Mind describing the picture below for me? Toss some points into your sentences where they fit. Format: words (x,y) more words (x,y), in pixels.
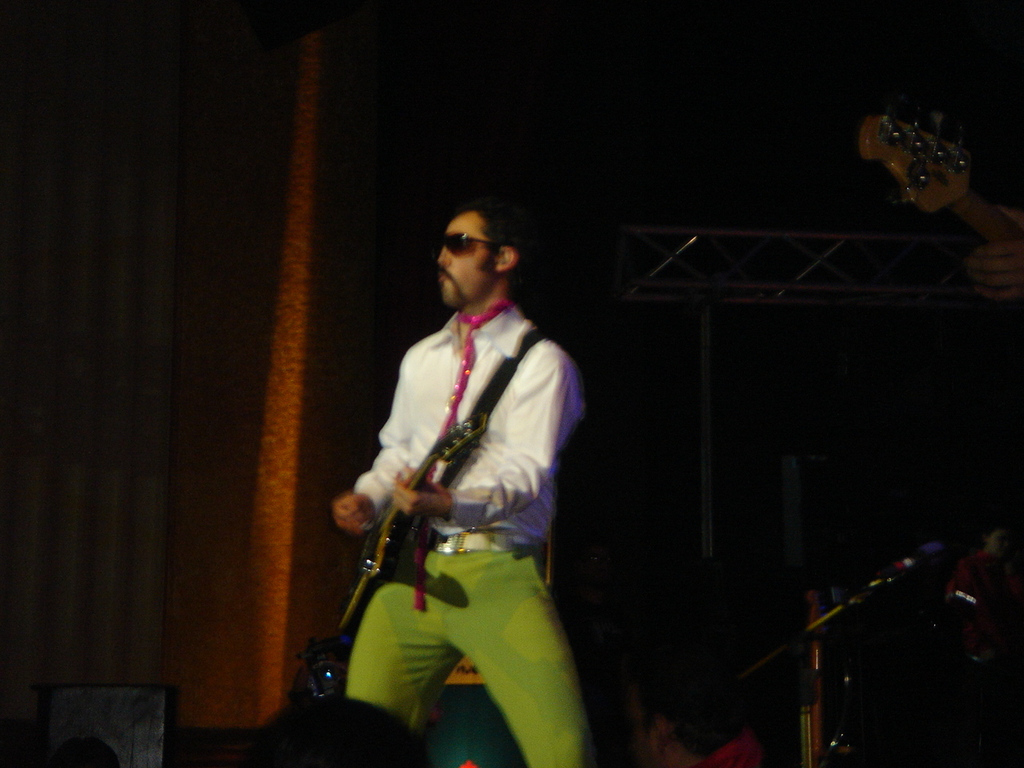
In a picture one man (494,510) is standing on a stage (606,642) and playing a guitar (421,469), he is wearing a white shirt (521,479) and green pants (490,636) and sun glasses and in front of him there is a crowd (341,747) and behind him there is one microphone (813,702) and a big curtain (331,72).
